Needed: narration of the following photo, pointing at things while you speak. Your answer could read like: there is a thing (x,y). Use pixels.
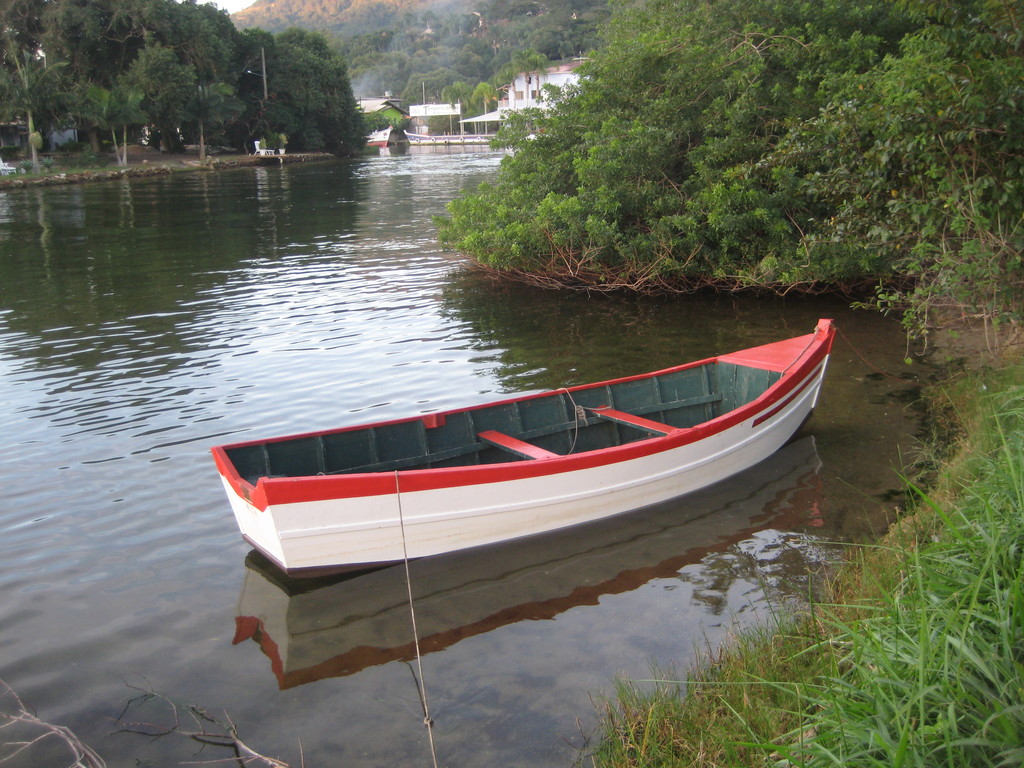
There is a boat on the water (388,618). This is grass (953,679) and there are trees (153,81). In the background (395,86) we can see houses (565,73) and a mountain (338,21).
